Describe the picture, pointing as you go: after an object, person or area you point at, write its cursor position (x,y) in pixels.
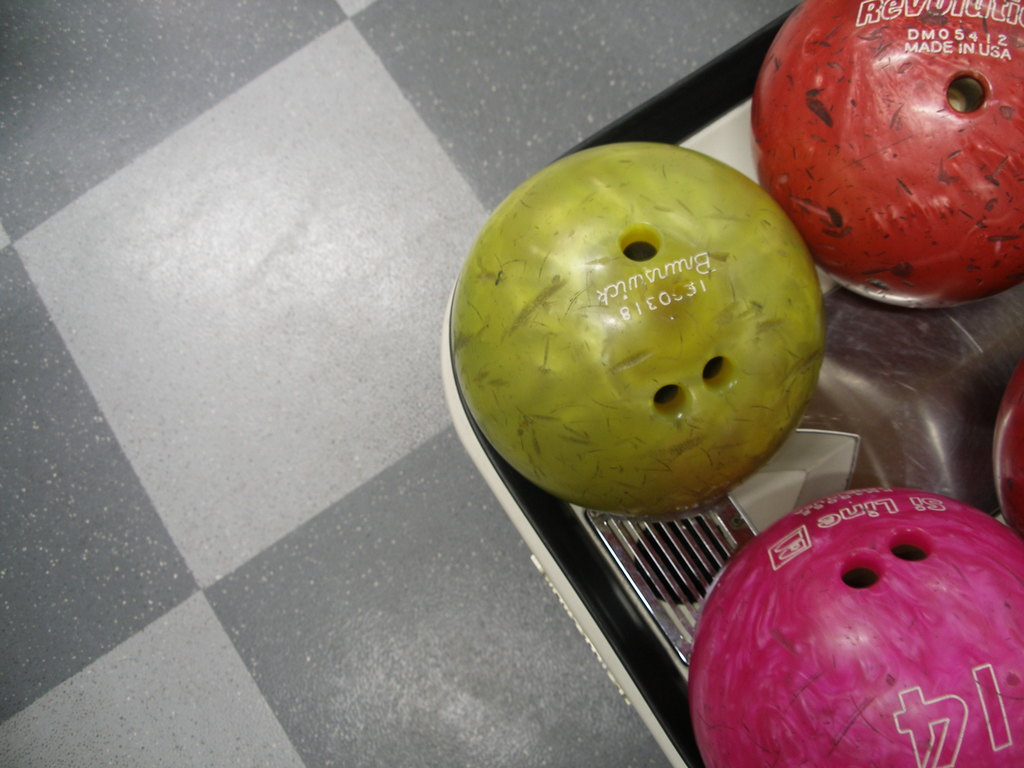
In this picture I see the silver thing (920,410) on which there are 4 balls (770,339) which are of yellow, red and pink in color and I see something is written on these balls (699,237) and on the left side of this image (194,277) I see the floor (275,343).
